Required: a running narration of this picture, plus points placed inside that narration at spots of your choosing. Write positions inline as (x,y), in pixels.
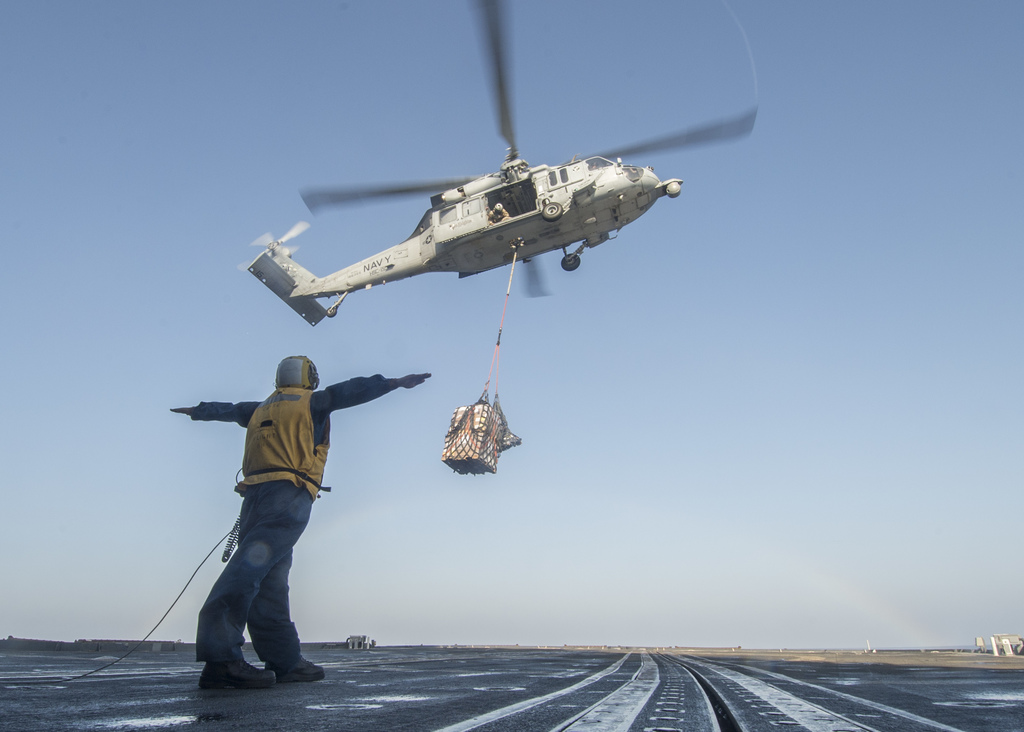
This image consists of a helicopter (519,158) in white color. To which an object (456,453) is hanging. At the bottom (236,558), there is a person (307,681) standing on the deck (343,672). At the bottom (538,680), there is a deck (630,648). At the top (592,82), there is sky (50,628).
